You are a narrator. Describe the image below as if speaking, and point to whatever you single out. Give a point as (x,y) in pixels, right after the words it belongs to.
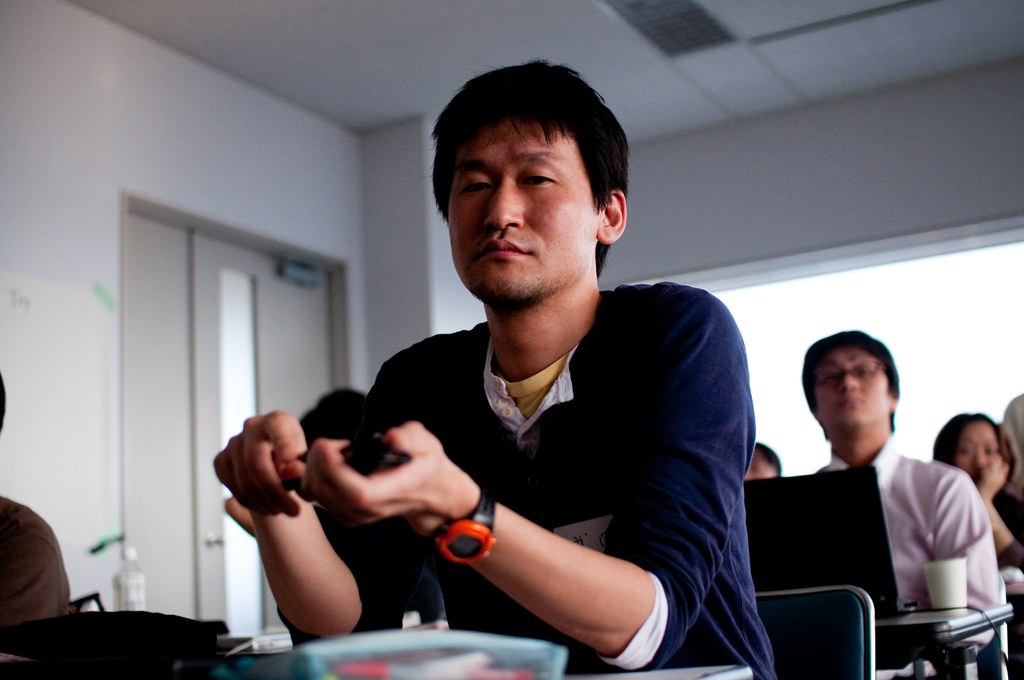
This image seem to be clicked in classroom (82,137), there are few persons (402,368) sitting in front of table (690,670) with coffee mug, laptop (816,575) and accessories (254,662) on it, on the left side (13,162) there is door (296,311) on the wall (41,507), in the back (939,286) there is a window (947,364), the man (681,458) in the front (406,456) wearing navy blue t-shirt (676,421) and had watch (477,523).
